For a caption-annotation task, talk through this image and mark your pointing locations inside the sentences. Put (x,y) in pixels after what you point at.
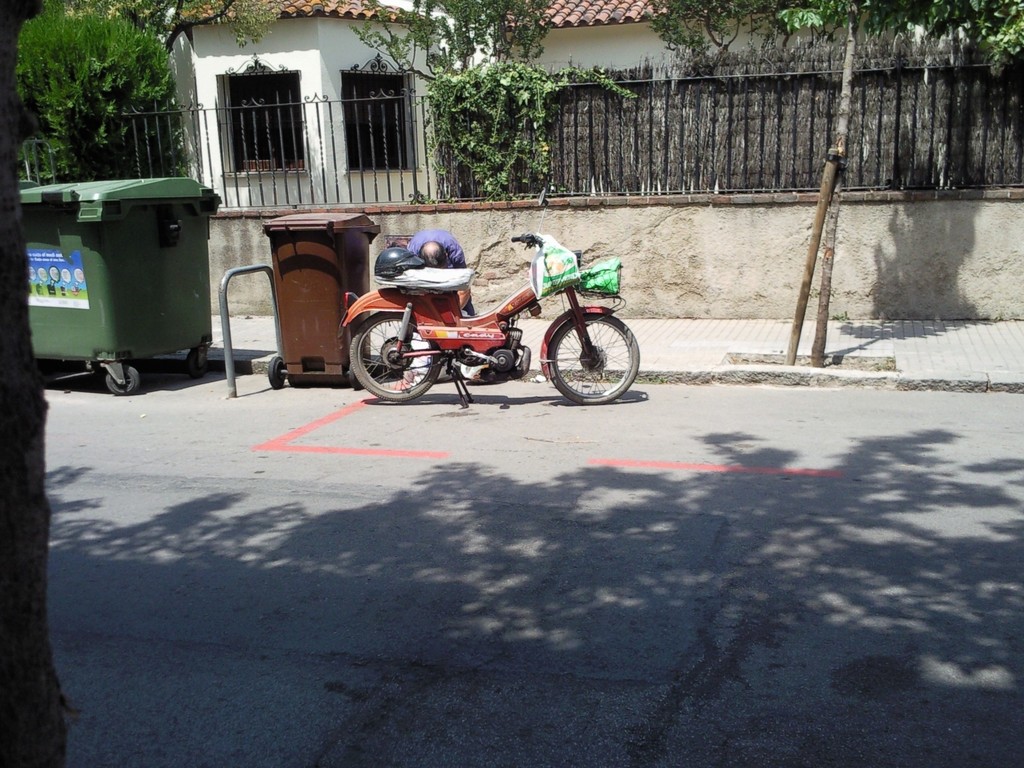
In the center of the image (550,274) we can see a motorcycle (384,313), bags (546,295) and a man (453,262) is bending. On the left side of the image (22,196) we can see the garbage bins (68,191). In the background of the image (293,17) we can see the grilles (430,196), houses (328,168), windows (361,127), roofs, trees (831,10), wall (940,238), footpath (708,376). At the bottom of the image (94,595) we can see the road (561,551).
